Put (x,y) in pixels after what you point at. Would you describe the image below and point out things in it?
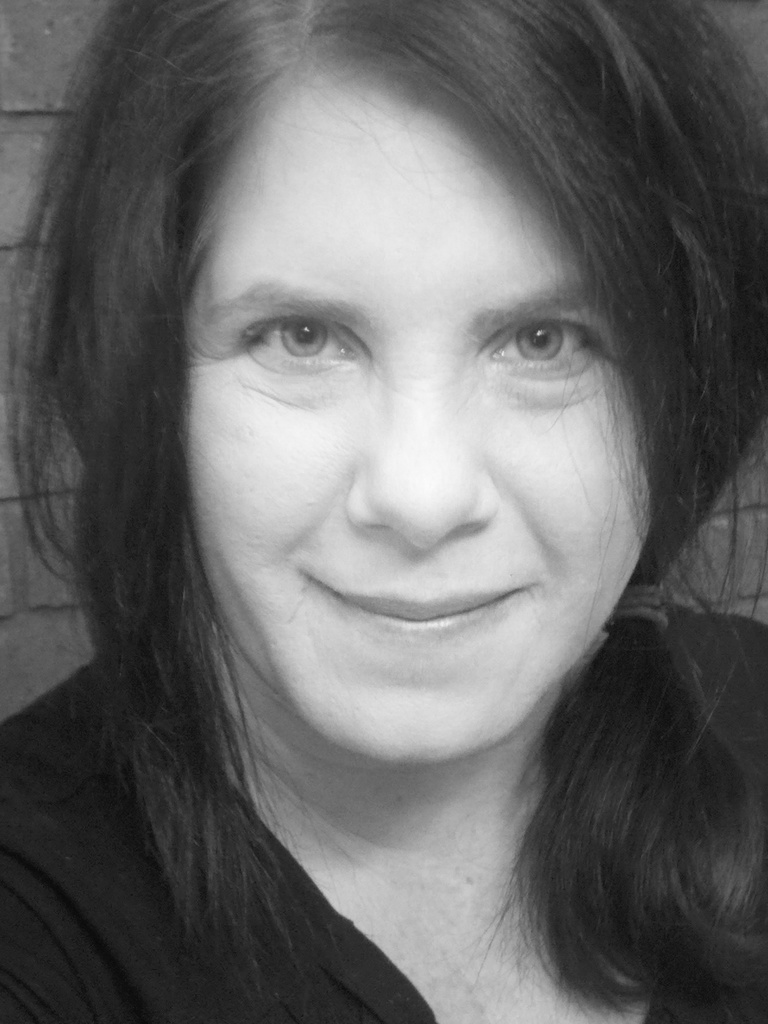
The image is in black and white, we can see a woman (361,501) is smiling.
